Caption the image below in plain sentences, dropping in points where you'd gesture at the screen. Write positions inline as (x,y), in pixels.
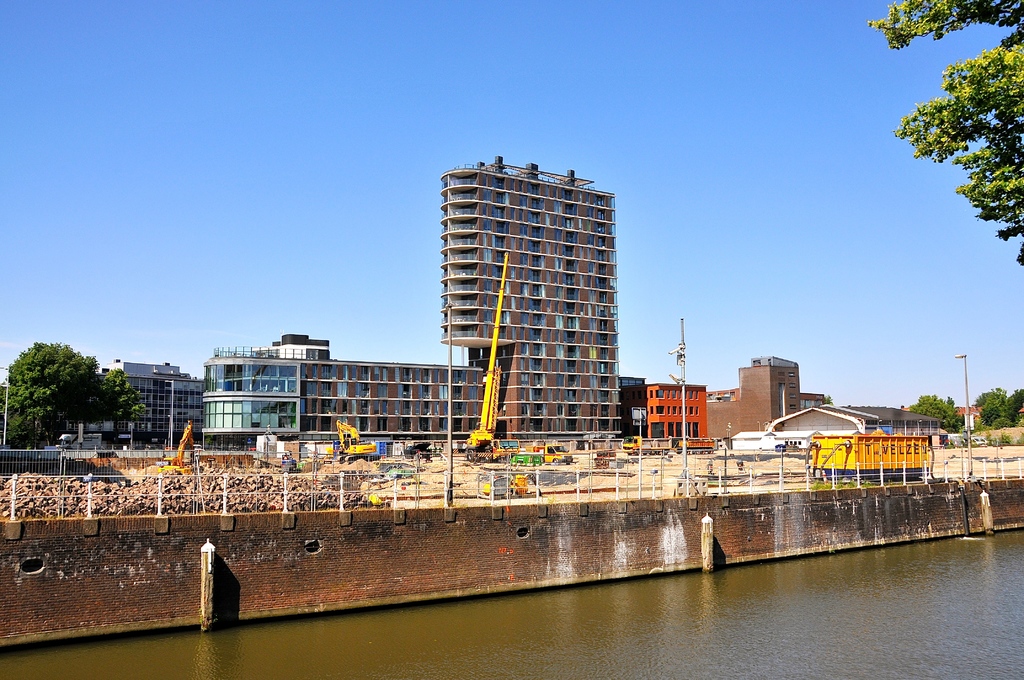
In this image in the center (391,375) there are buildings (468,414). In front of the building (456,415) there are cranes (487,448) and there are vehicles (487,448) moving on the road (652,467). There is a tree (62,398) on the left side (78,399) and in the front (742,604) there is water (863,589). On the right side (993,399) there are trees (999,388).
